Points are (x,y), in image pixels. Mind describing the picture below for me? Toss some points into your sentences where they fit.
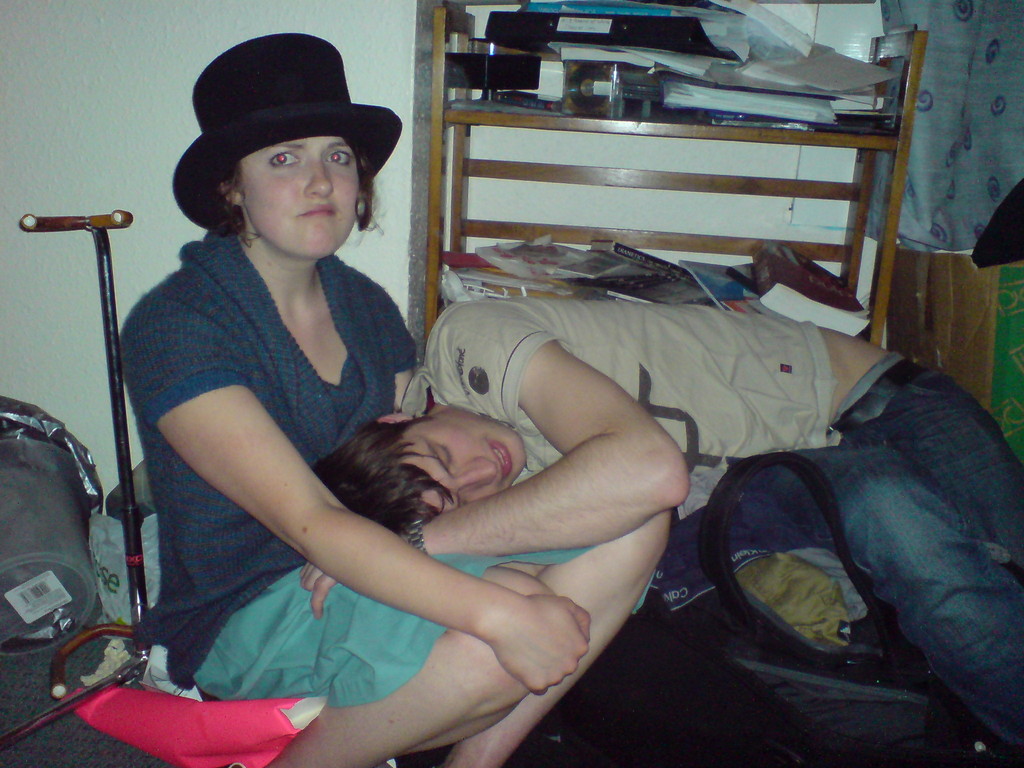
In this picture there is a woman (417,575) sitting and there is a man (693,407) lying. On the left side of the image (21,487) there is an object (17,620) and it looks like a bag (73,491). At the back (761,11) there are objects (588,7) and there are books (516,281) in the cupboard (500,224). On the right side of the image (984,224) there is a cloth (909,223) and there is a cardboard box (938,335). At the back (389,58) there is wall (373,62).
